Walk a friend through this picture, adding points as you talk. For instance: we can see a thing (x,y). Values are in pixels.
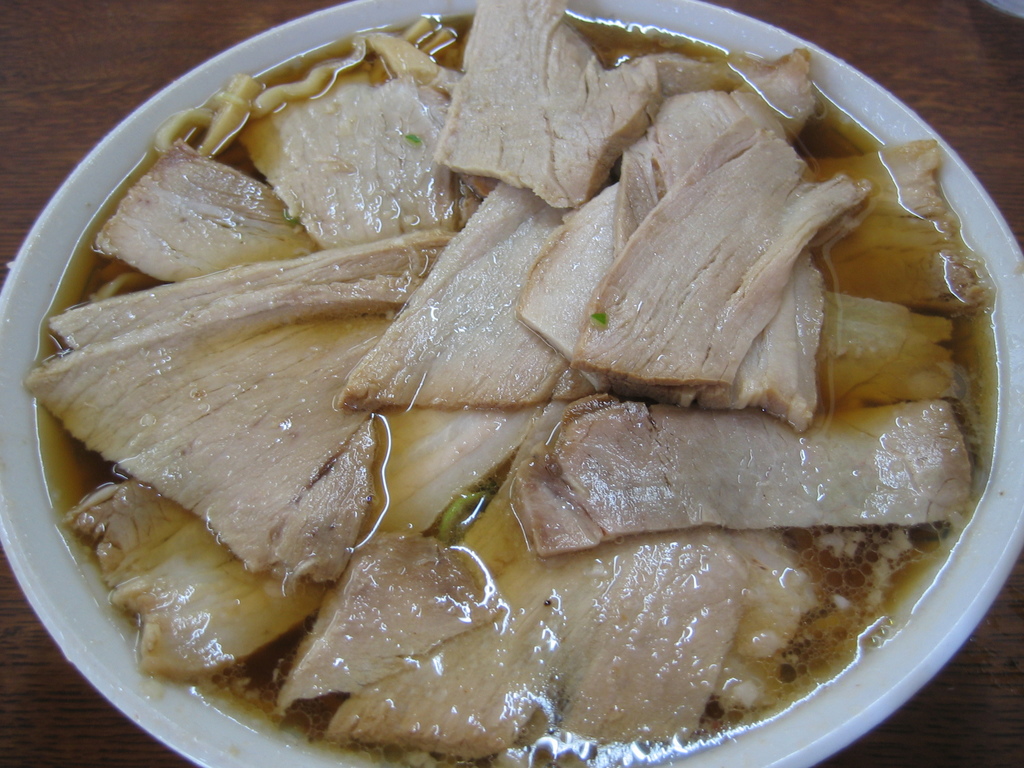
In this image there is a plate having some food (726,442). The plate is kept on a table (941,110).
